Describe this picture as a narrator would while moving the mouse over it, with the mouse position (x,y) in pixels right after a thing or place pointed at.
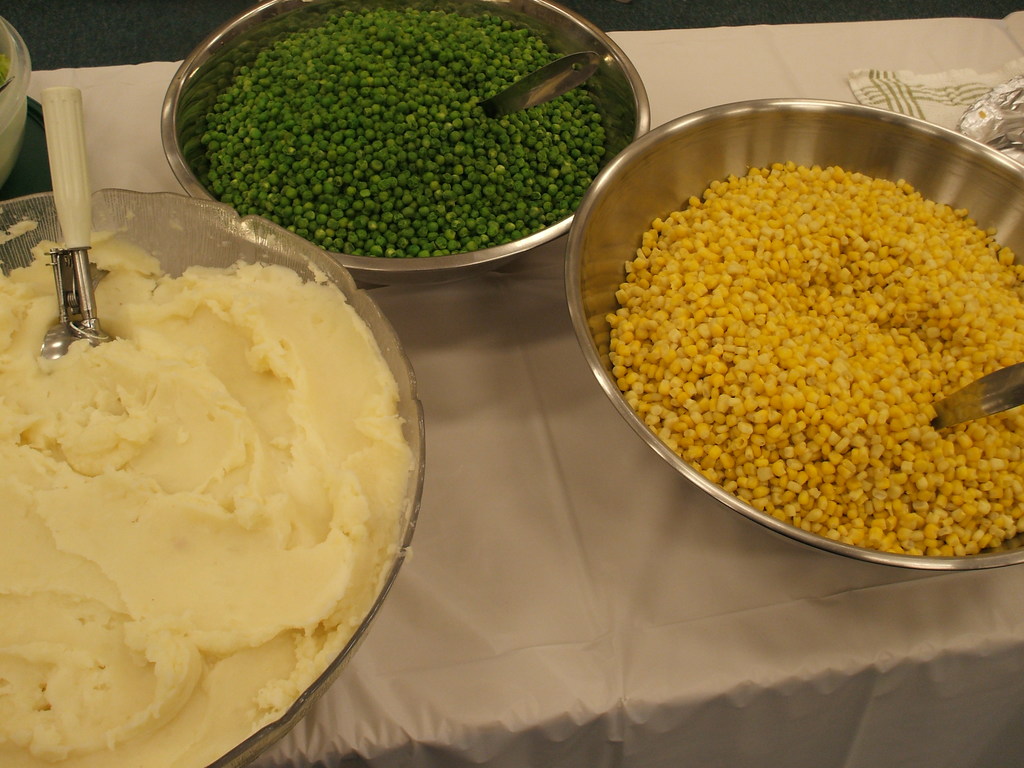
In the center of the image (500,491) there is a table (774,78) on which there are bowls (735,511) with food items (328,59) in it.
